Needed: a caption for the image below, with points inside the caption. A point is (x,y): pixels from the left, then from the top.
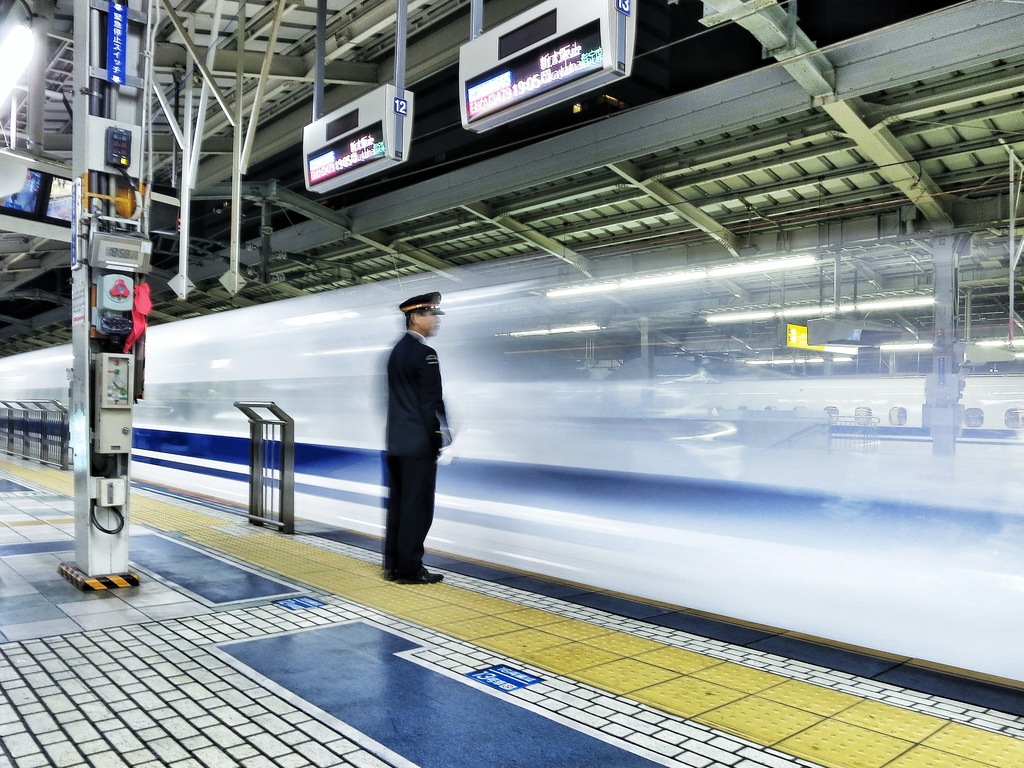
In the picture we can see a railways station platform (172,690) and on it we can see a man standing with uniform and cap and beside him we can see a part of railing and behind him we can see pillar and the pillar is connected to the roof (378,206) of the station (391,221) and in front of him we can see a running train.
